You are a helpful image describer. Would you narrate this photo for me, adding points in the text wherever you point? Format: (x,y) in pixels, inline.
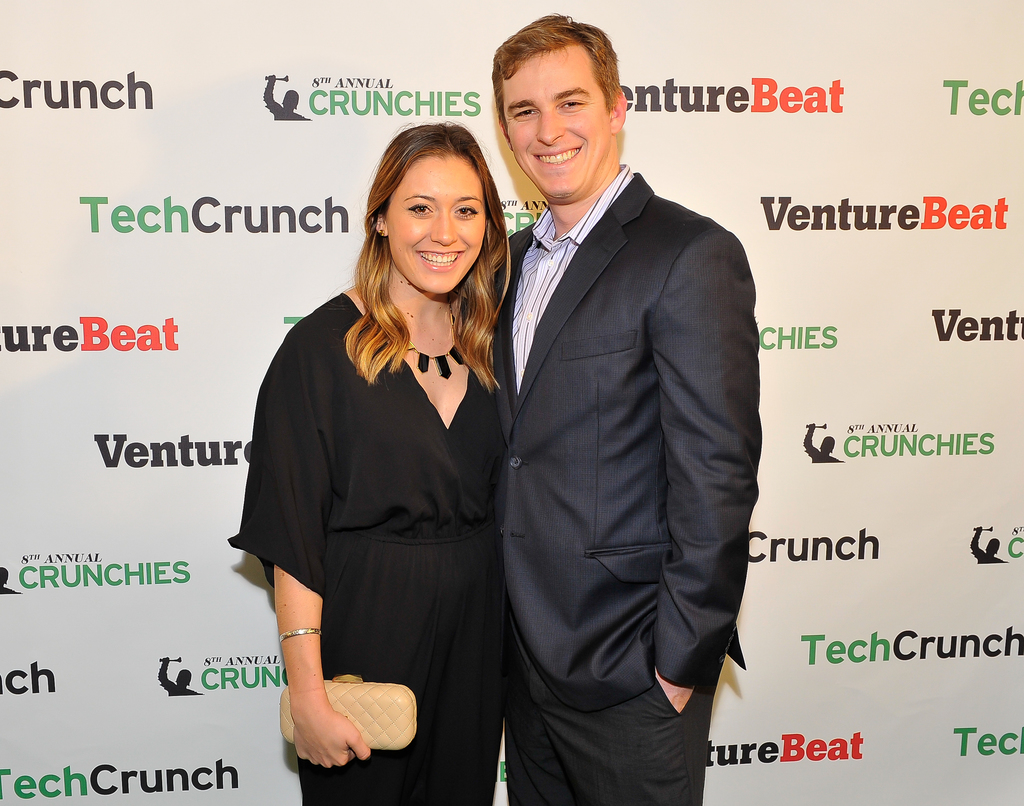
In this image I can see a woman (296,438) wearing black dress (383,463) is standing and holding a cream colored object (392,718) in her hand (344,712) and a person (572,411) wearing white shirt (562,234), black blazer (573,444) and black pant (552,736) is standing beside her. In the background (370,116) I can see the white colored banner (157,196) and few words (84,202) written on it.
